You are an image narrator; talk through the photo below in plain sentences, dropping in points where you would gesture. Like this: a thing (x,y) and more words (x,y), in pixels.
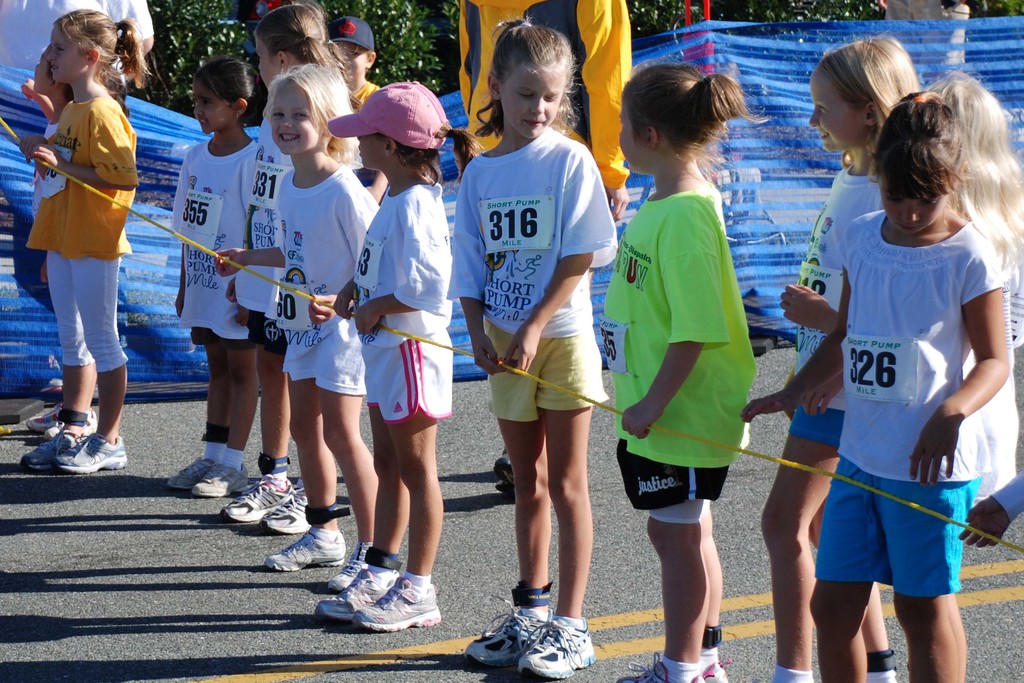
In this picture we can see some small girls (489,195) wearing white t-shirt (347,257) standing in the front (295,320) and holding the rope (1007,545). Behind we can see the blue color fencing net (152,234) and some trees (410,26).
